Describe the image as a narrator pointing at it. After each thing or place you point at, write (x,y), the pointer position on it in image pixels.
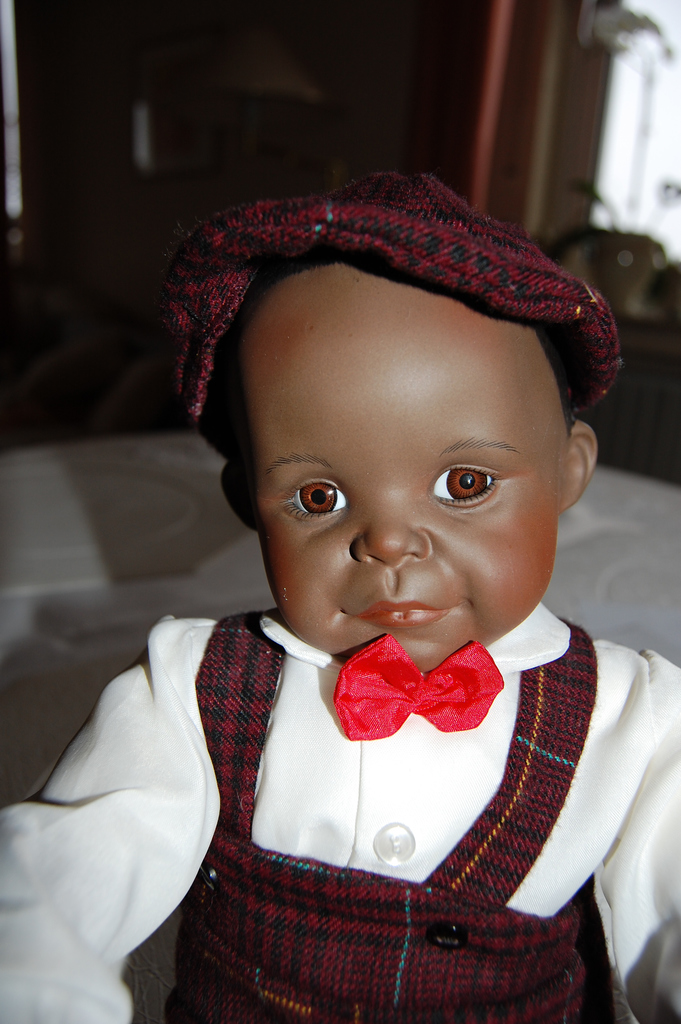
In this image I can see the toy (245,645) is wearing white, red, black and brown color dress (379,780) and the red color bow (432,693). Background (591,51) I can see few objects (272,55).
